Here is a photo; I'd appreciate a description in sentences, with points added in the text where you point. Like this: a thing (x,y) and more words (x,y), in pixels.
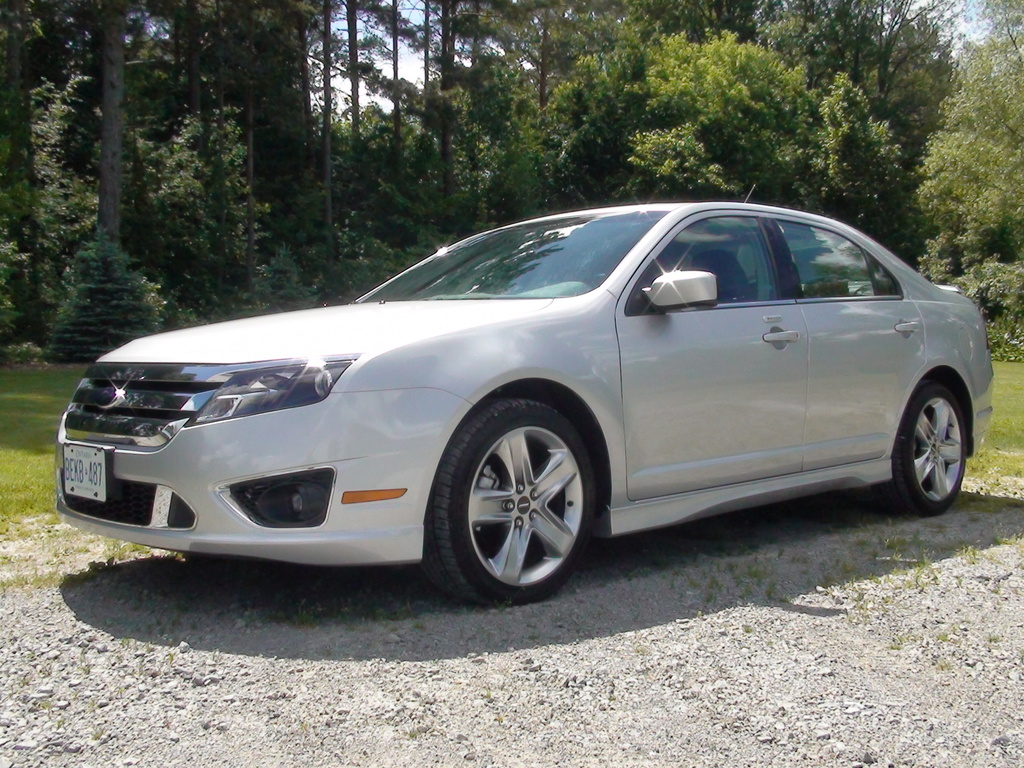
In this image we can see a car (572,488) that is placed on the ground (878,590). In the background (450,124) we can see sky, trees (198,159) and grass (39,441).
